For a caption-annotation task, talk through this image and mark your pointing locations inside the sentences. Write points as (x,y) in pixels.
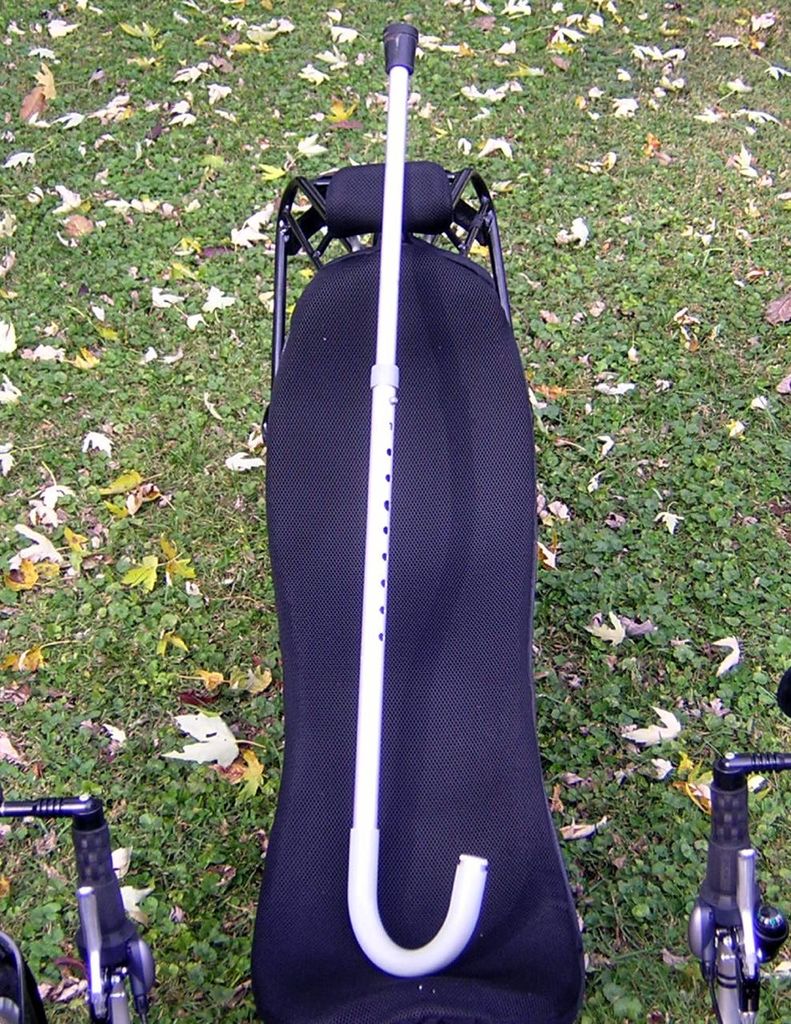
In this picture there is a seat (525,917) in the center (426,534). On the seat (328,410), there is a walking stick (457,940). Below it there is grass (717,343) with dried leaves (686,348).
